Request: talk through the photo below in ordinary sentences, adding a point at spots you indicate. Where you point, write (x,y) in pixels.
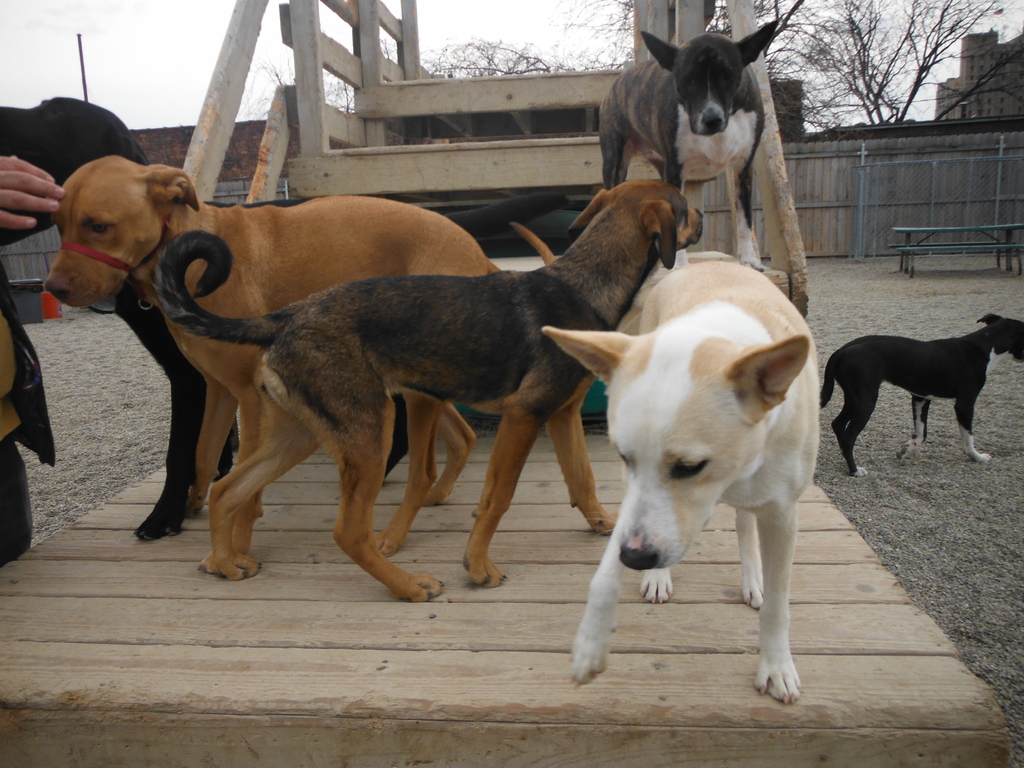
In the image we can see there are dogs (432,323) standing on the ground (979,491) and there are stones (933,484) on the ground (76,422). There is a bench (1007,226) on the ground (880,406) and there is an iron fencing (857,182). Behind there are lot of trees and there is a building (991,52). There is a clear sky (136,57).
